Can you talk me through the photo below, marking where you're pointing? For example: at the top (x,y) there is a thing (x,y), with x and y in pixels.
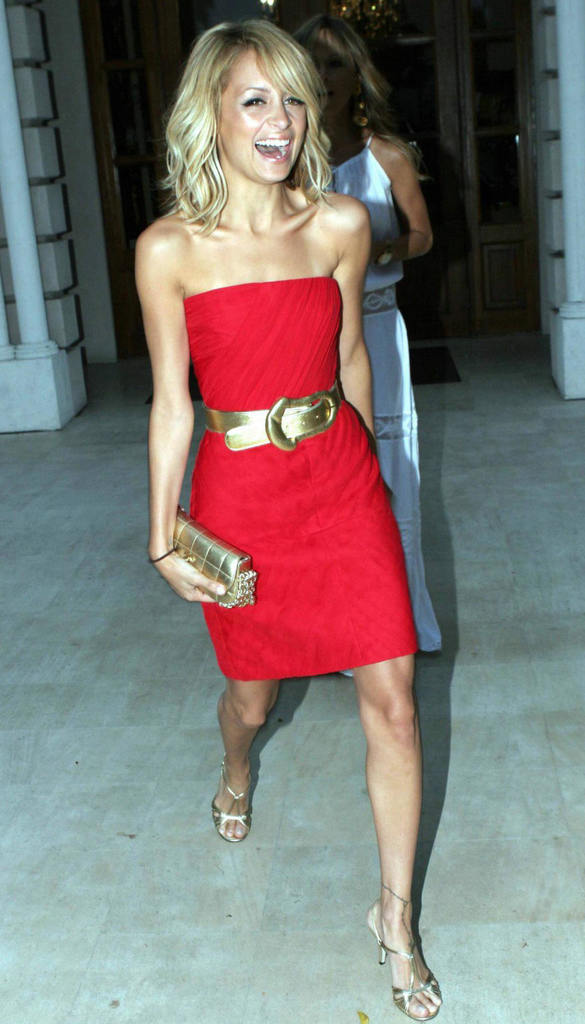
In this image we can see two women (312,562) standing on the ground (353,978). One woman (371,733) is holding a bag (221,580) in her hand (224,584). In the background (22,190), we can see a building (14,35) with doors (432,214).
